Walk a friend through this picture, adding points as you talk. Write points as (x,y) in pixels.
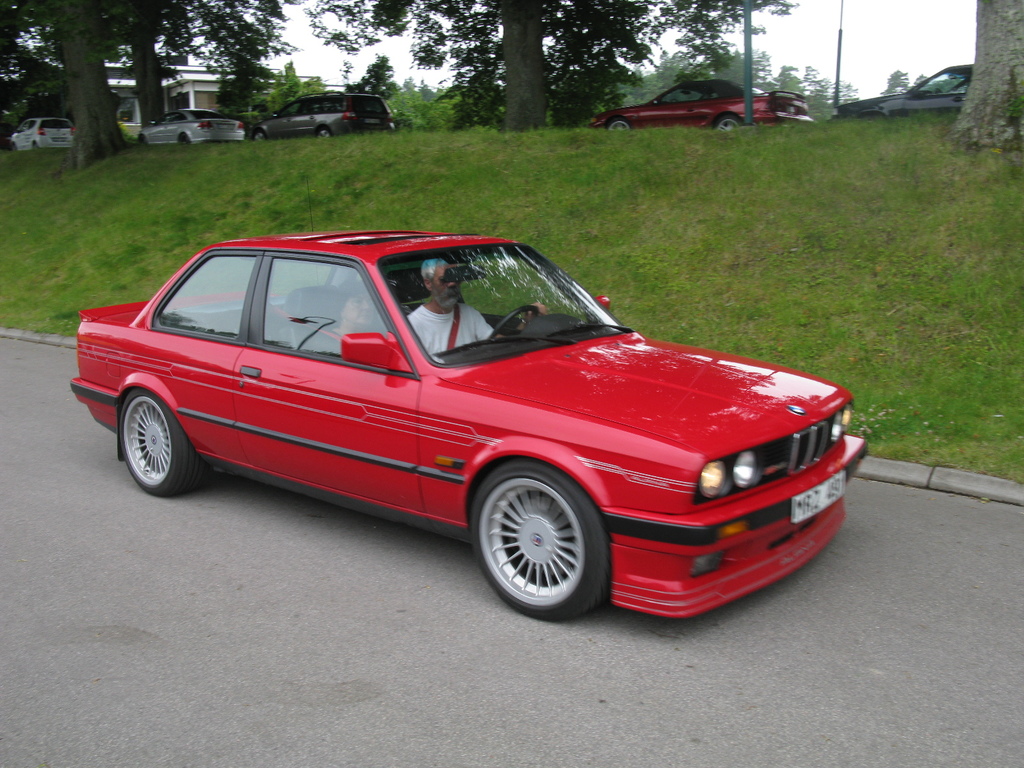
In this image we can see two persons (477,317) sitting in a car (465,393) and we can also see grass (470,171), trees (445,17), vehicles (949,84) and sky (955,53).
